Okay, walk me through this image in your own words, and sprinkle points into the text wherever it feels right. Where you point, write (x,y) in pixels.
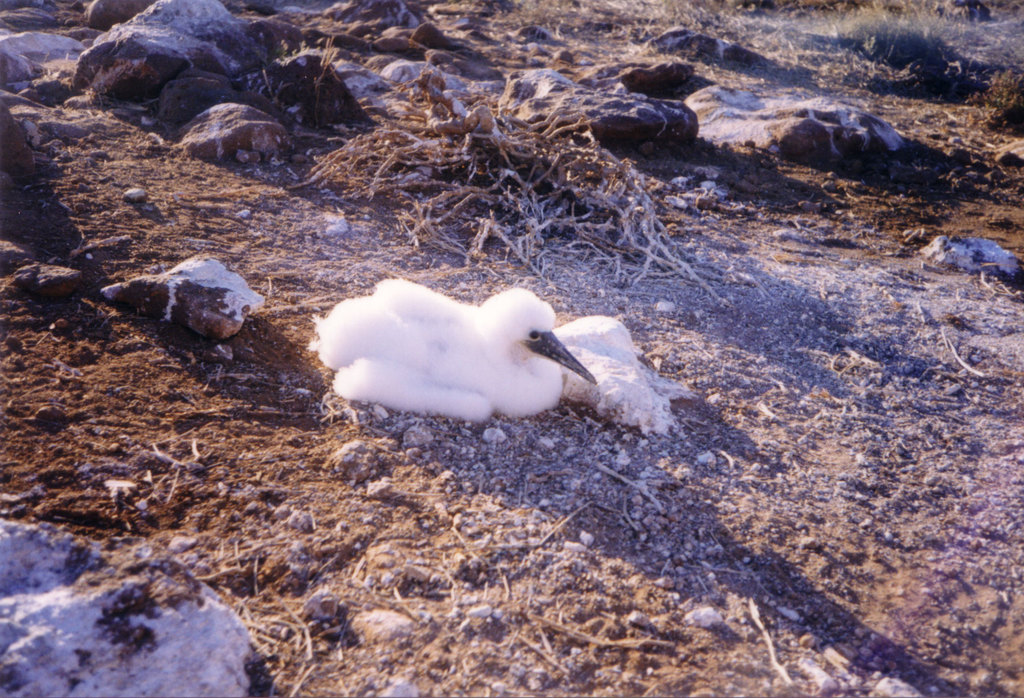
At the center of the image (511,371) there is a bird (385,393). At the bottom of the image (287,559) there are rocks (31,619), sand (217,240) and dried grass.
